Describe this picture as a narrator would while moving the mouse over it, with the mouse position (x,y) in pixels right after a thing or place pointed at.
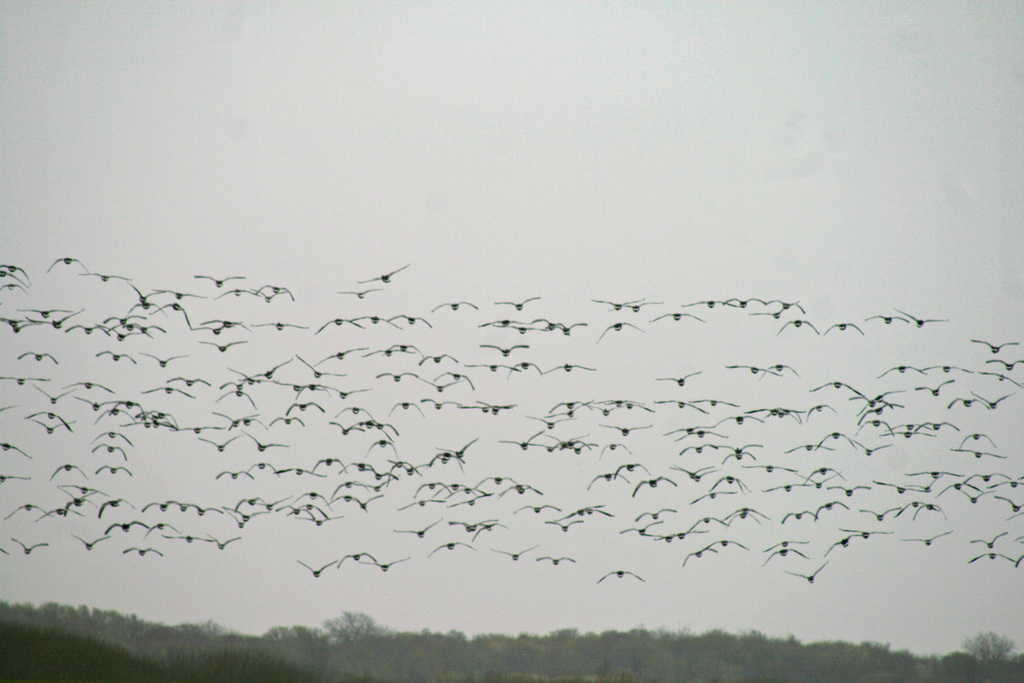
In this image there are birds (246,393), flying in the sky (559,161) at the bottom (338,649) there are trees (908,672).
